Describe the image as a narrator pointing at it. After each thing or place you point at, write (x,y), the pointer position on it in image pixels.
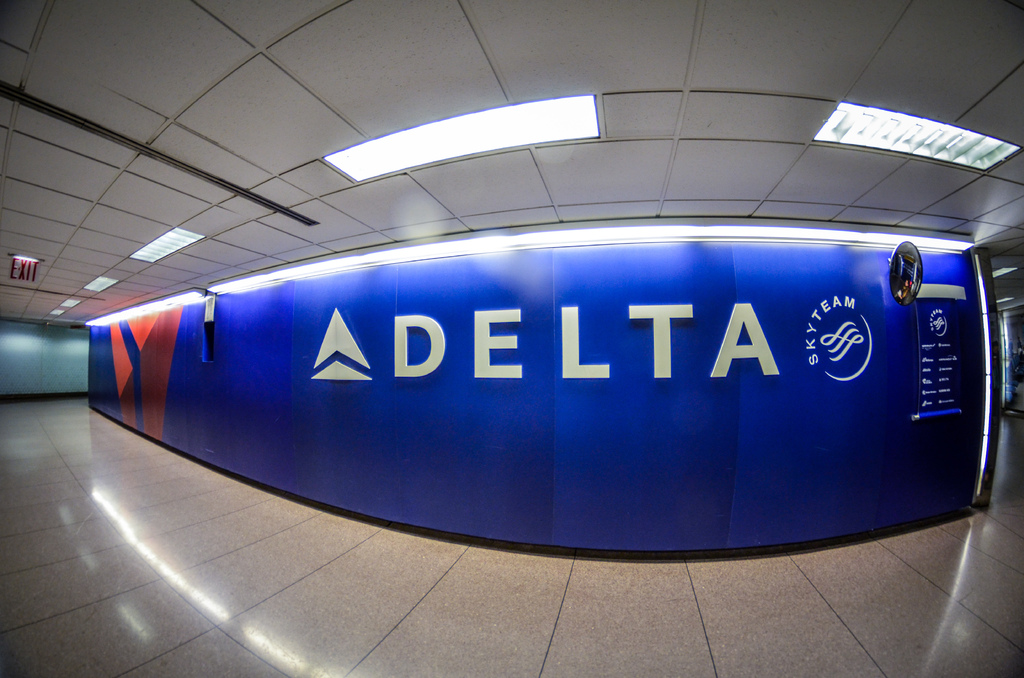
In this image at the bottom (377,591) we can see floor (230,525). We can see texts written on the wall (362,380). At the top (249,195) we can see lights (345,161) on the ceiling (365,180).
